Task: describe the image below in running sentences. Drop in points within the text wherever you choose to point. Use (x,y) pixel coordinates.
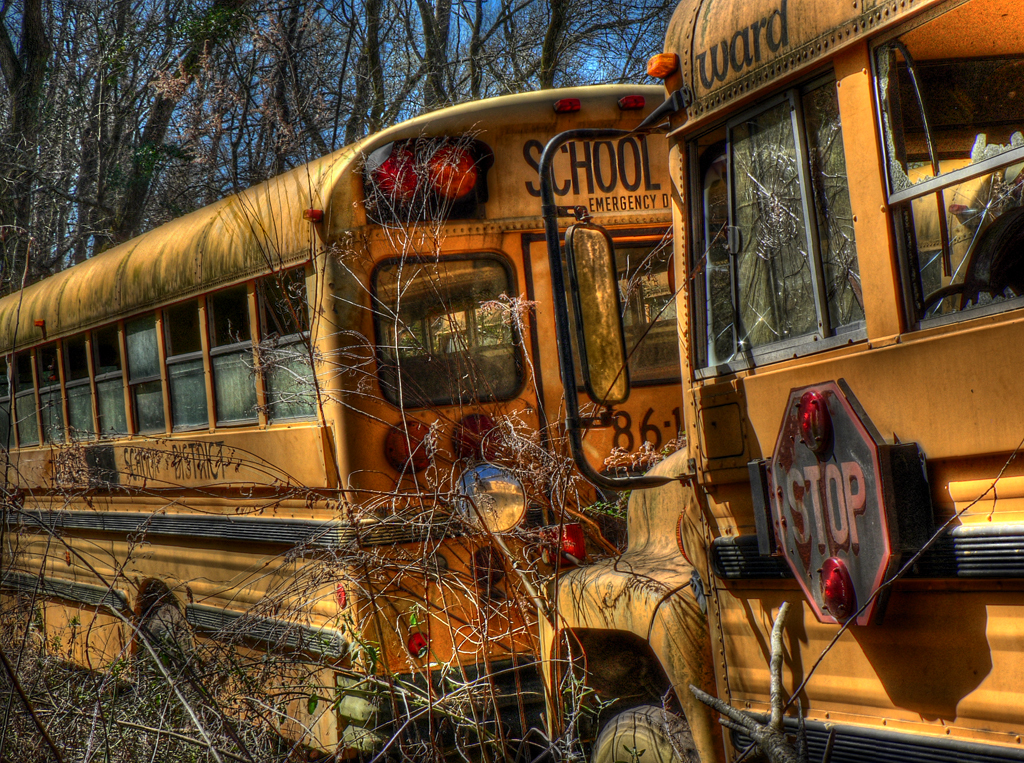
In this image we can see buses (718,448) surrounded by trees (23,130). In the background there is a sky (392,53).
